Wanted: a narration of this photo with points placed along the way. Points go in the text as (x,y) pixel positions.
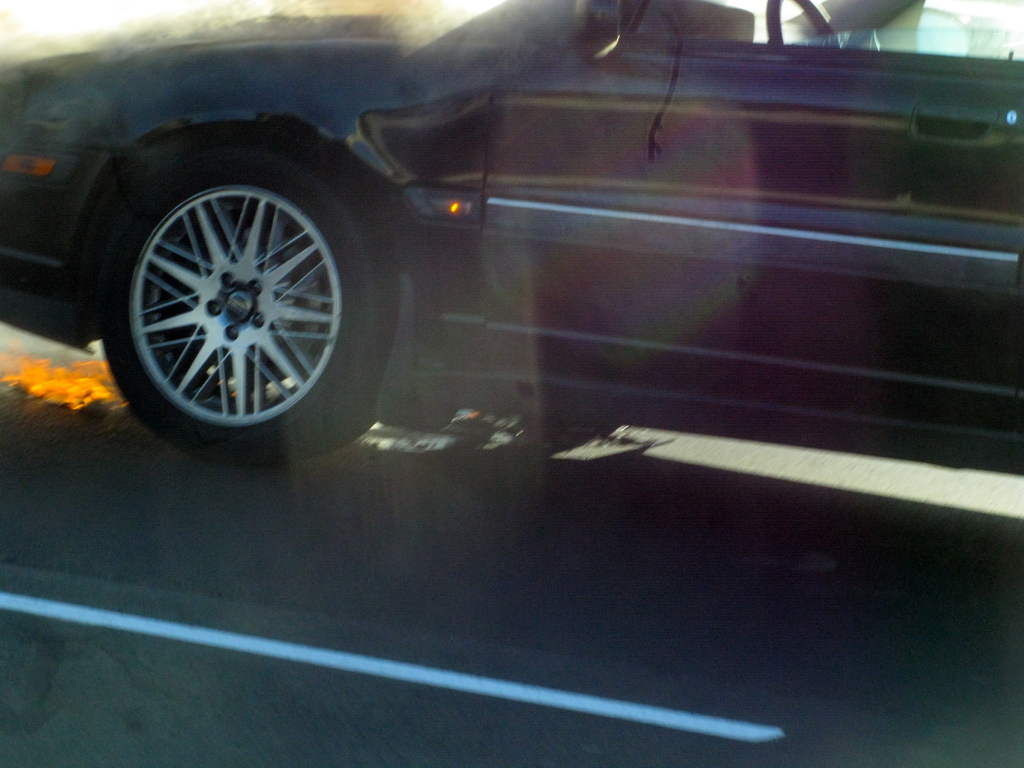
A black color car (531,241) is moving on this road (528,681).
